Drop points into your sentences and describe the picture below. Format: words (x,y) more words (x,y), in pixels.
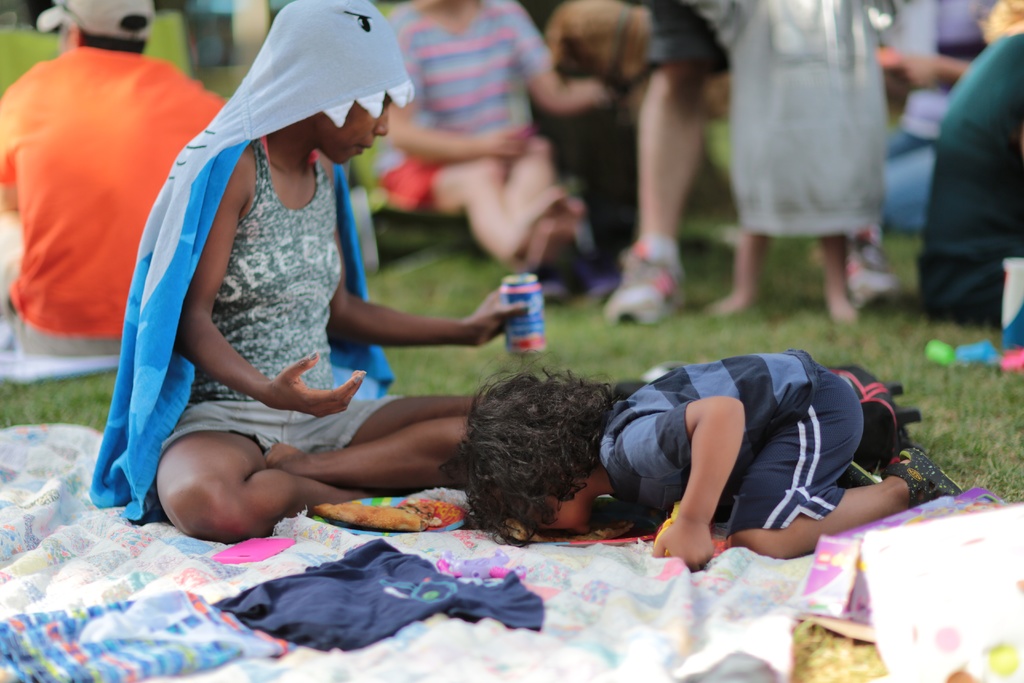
In this picture there is a person (302,305) sitting and holding the tin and there is a person (827,396) on knees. At the back (41,109) there are group of people (924,139) sitting and there are two persons (744,24) standing. In the foreground (499,589) there are clothes (303,586) on the grass (702,282).
